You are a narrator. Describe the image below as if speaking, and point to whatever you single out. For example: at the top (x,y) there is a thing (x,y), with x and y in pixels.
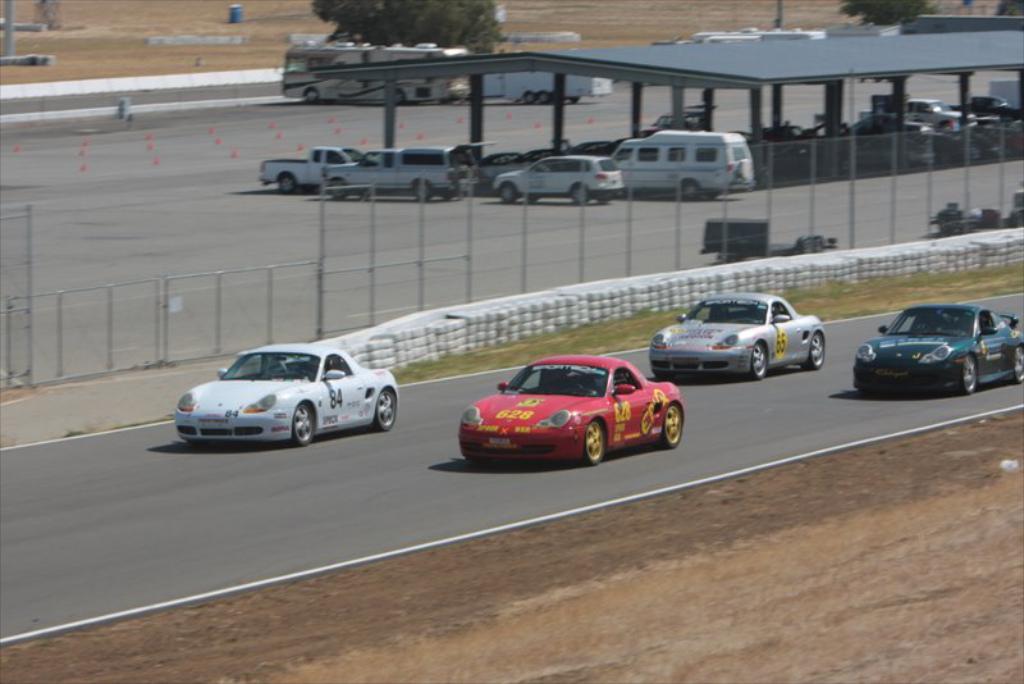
This picture is clicked outside. In the center (386,389) we can see the group of vehicles (705,184) and we can see the mesh (261,295), metal rods (168,276), grass (967,274), shed (948,56) and trees (388,18) and many other objects (25,94).
